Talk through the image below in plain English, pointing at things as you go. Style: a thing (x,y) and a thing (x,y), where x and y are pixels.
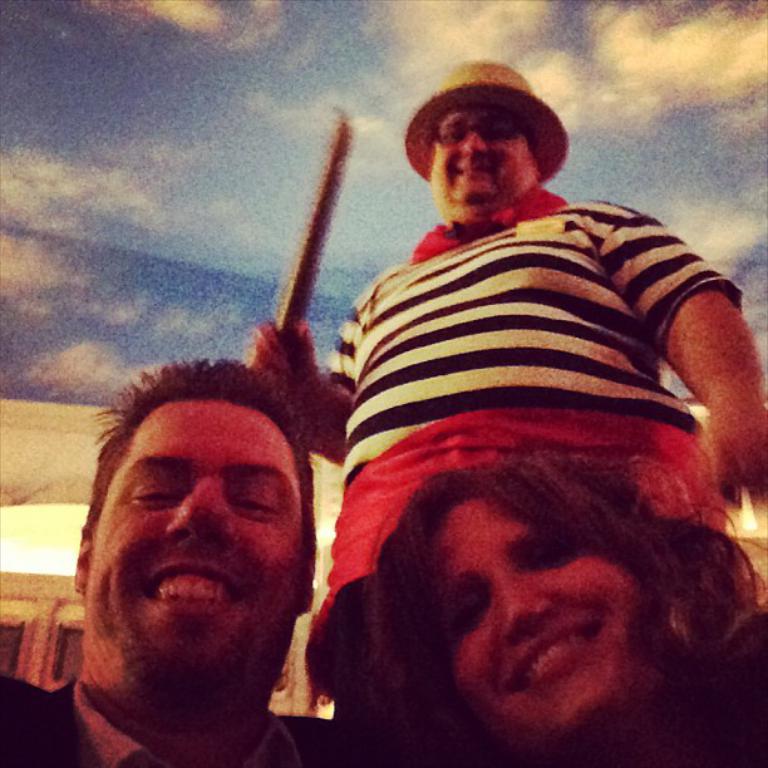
In this image we can see a man (605,265) wearing a hat (545,121) and holding an object (298,312). We can also see another man (189,576) smiling and also a woman (587,588) in this image. In the background (51,492) we can see the building (49,425) and also the sky (166,165) with the clouds (601,72).
